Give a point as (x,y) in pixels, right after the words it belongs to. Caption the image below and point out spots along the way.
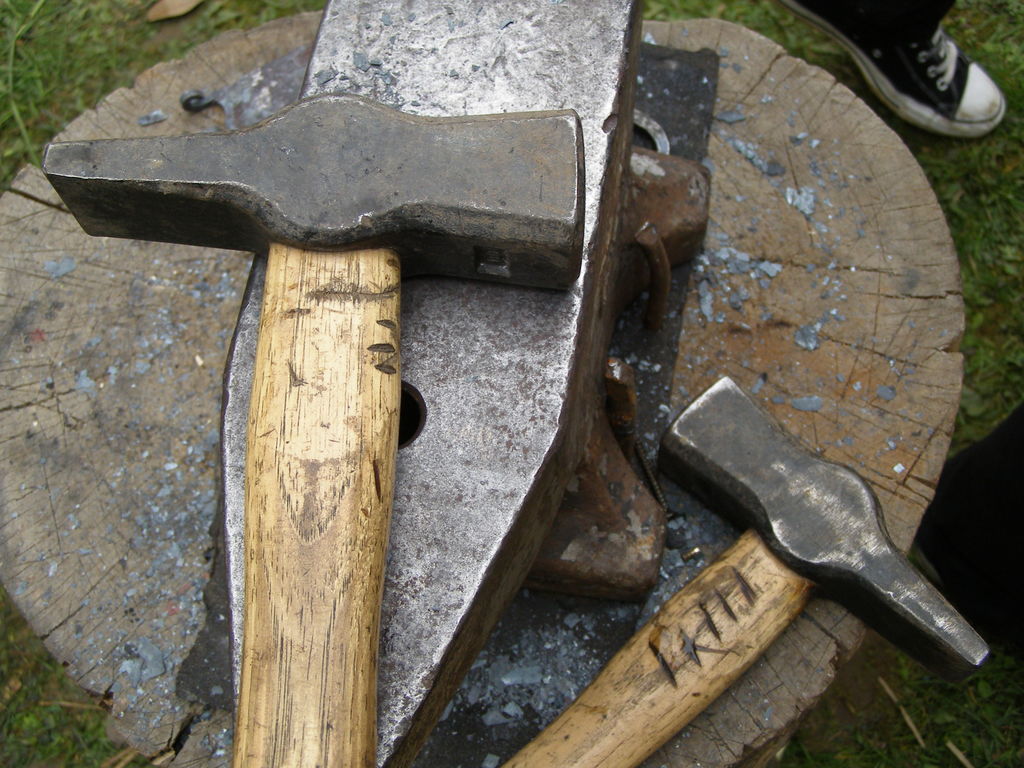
In the center of the picture (434,402) there are hammers (746,507), an anvil (592,278) and a wood trunk (785,330). At the top (842,58) there are grass (981,32) and a person's leg (952,59). At the bottom (86,742) there is grass (935,725).
